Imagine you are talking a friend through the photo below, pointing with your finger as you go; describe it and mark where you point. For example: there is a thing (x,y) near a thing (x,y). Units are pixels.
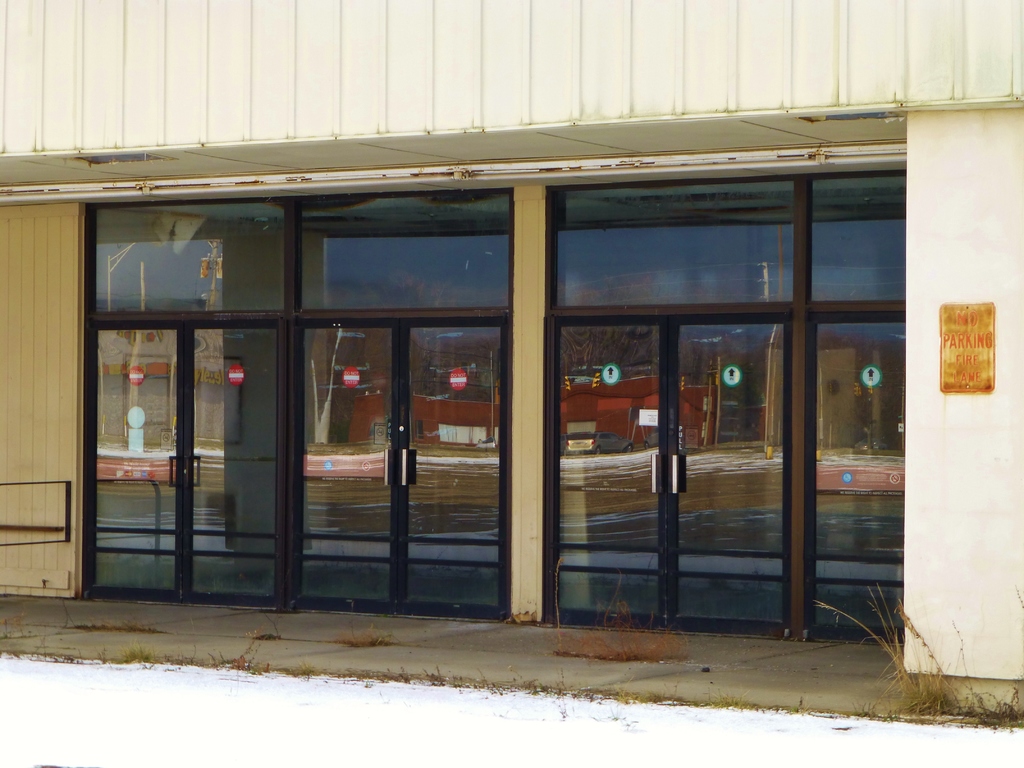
In this image I can see a building (556,465), few doors (821,478) and few sign boards (344,468) on it. On the right side of the image (977,318), I can see a yellow colour board (947,309) on the wall (979,298) and on it I can see something is written.
